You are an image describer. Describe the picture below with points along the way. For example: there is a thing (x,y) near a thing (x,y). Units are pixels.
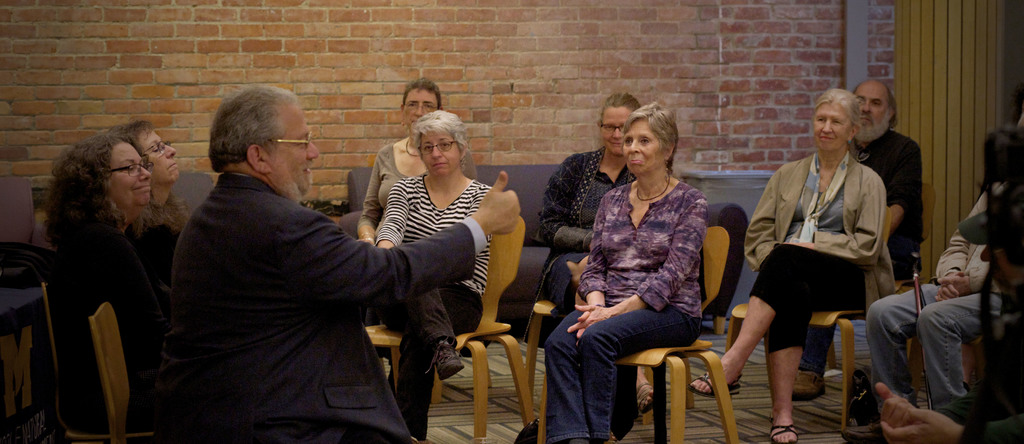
There are group of people (440,211) sitting on the chairs (716,276) listening to the one person (283,276) who is speaking in front of them. The person (281,225) is wearing a spectacles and suit (280,317). In the background (517,189) there is sofa (534,215) and wall (262,49) which is constructed with blocks (647,46).
